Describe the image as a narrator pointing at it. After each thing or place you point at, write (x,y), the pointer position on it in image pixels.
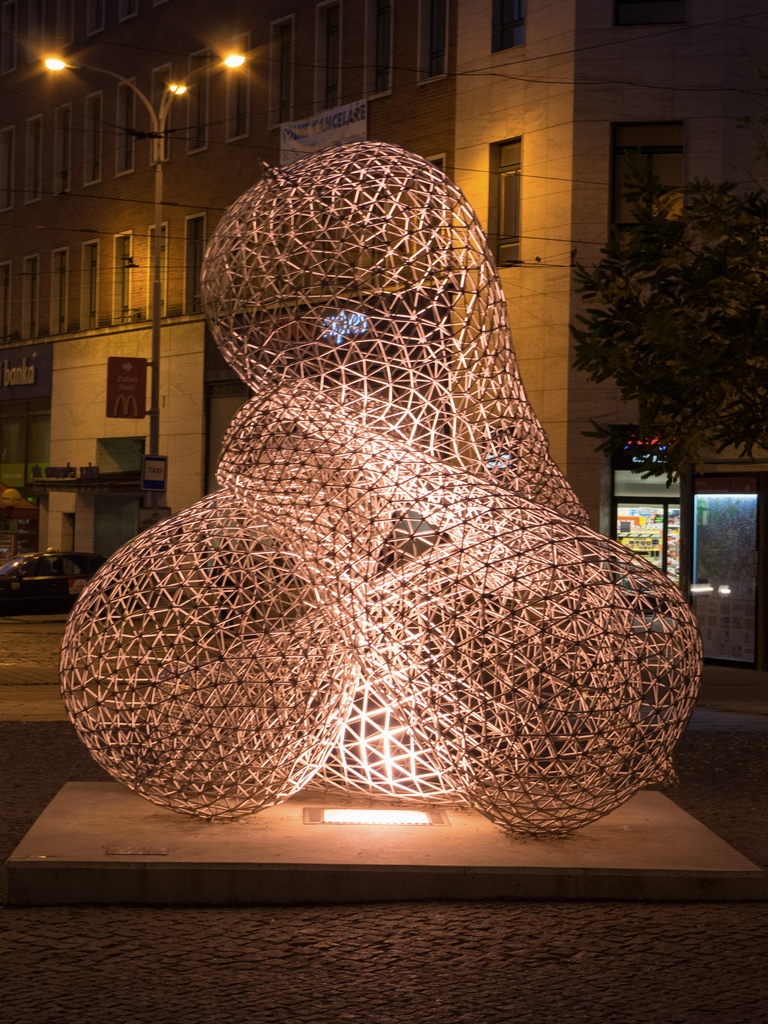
In the front of the image (174,886) there is a platform (444,889), light (343,807) and mesh sculpture (424,549). In the background of the image (74,170) there is a building (276,129), banner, boards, lights (176,96), vehicle (36,606), pole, store (656,532), tree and objects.
